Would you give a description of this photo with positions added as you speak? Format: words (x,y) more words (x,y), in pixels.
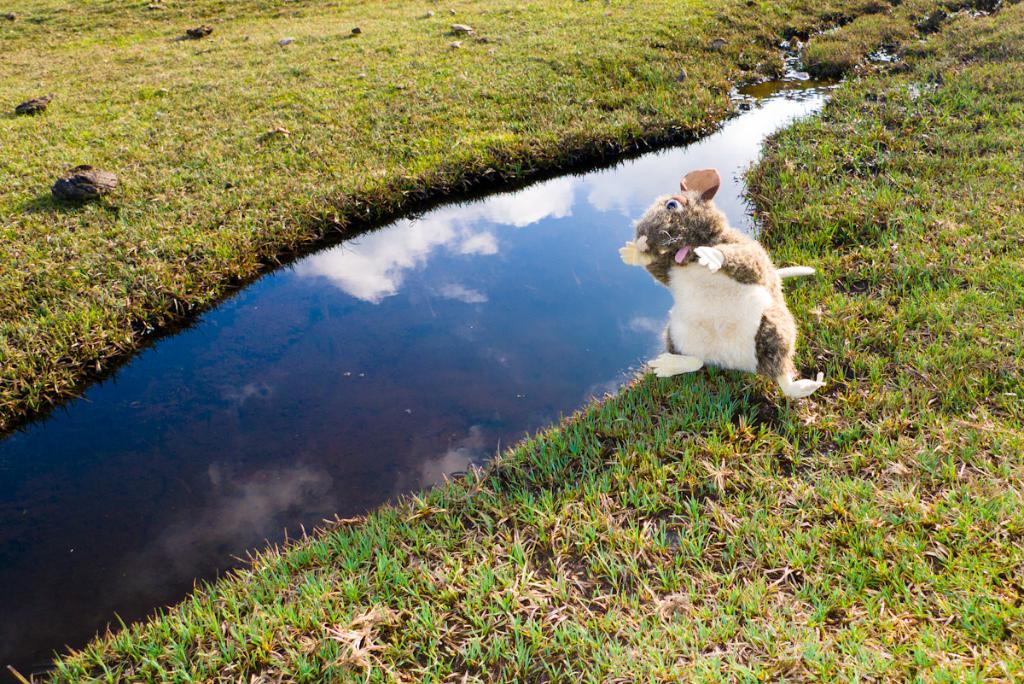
In this image in the foreground (701,320) there is one toy (705,298), at the bottom (144,488) there is grass (736,567) and small pond (18,523).
